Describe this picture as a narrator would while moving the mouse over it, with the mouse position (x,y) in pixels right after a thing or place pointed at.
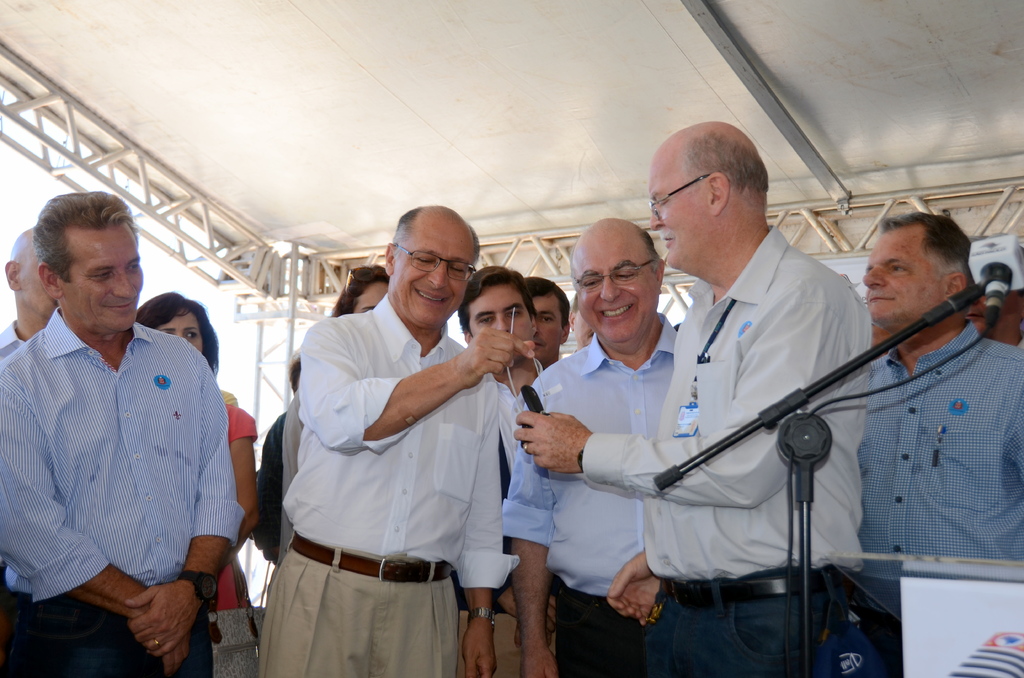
In this picture I can see group of people (762,168) standing, two persons (575,438) holding the objects (538,404), there is a mike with a mike stand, this is looking like a podium (864,553) or a table (1003,642), and in the background (37,83) there is lighting truss (231,273).
